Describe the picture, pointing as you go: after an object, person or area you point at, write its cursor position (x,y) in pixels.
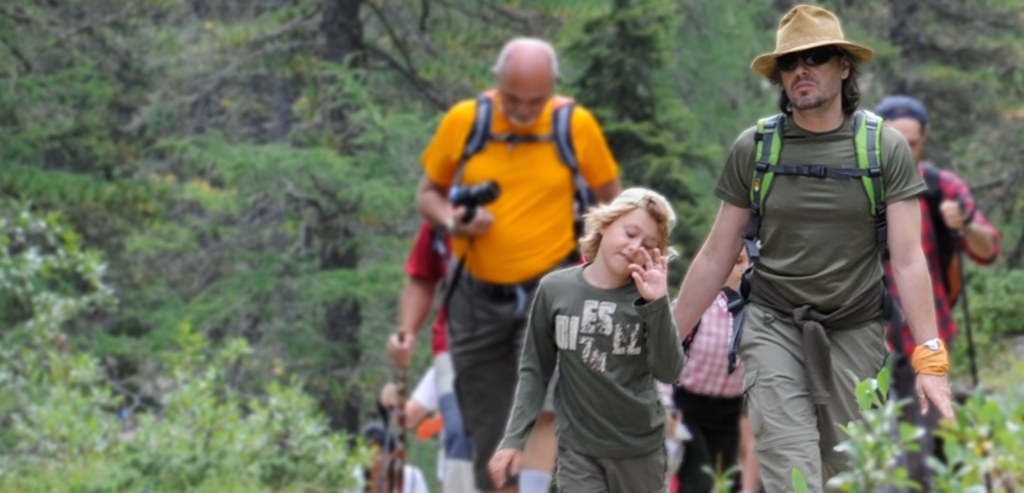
This picture shows that there is a boy (631,303) and a man (785,123) who is wearing spectacles (805,53) and hat (794,37) were walking. In the background (512,296), there are some people (530,182) walking. One guy (519,80) is holding a camera (488,202) in his hand (475,223). We can observe some trees (147,236) here.
